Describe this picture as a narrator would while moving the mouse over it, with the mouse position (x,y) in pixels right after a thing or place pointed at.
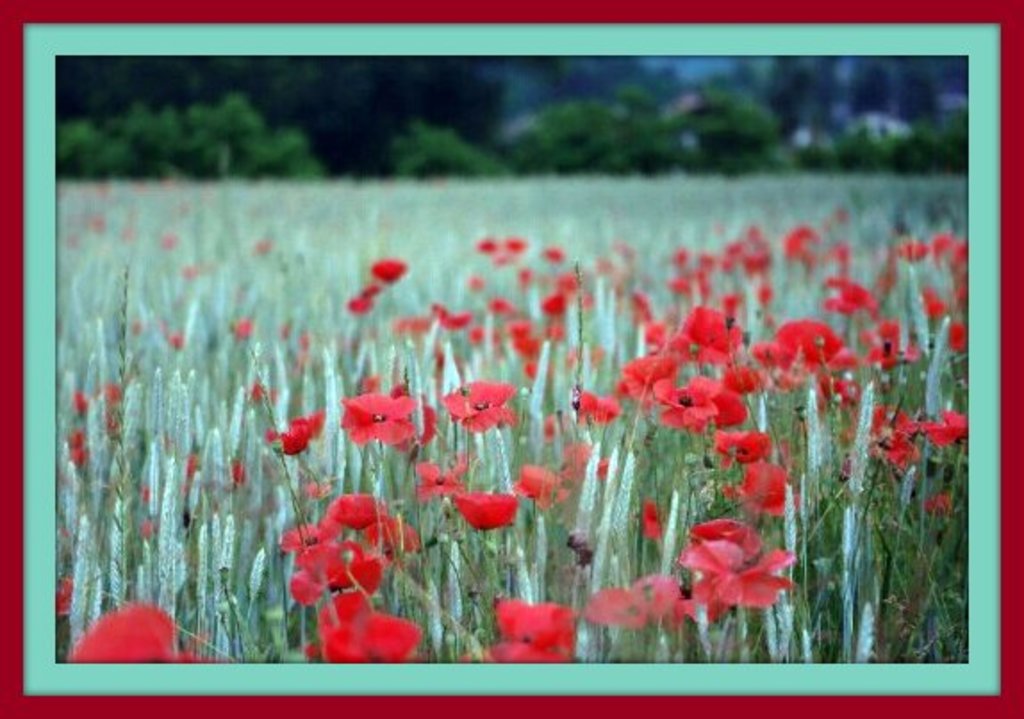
In this image I can see a photo frame (511,682) which has a photo (410,547) of flower plants (619,441) and there are trees (462,162) at the back (97,173). The frame (46,406) has blue and maroon border (6,280).
